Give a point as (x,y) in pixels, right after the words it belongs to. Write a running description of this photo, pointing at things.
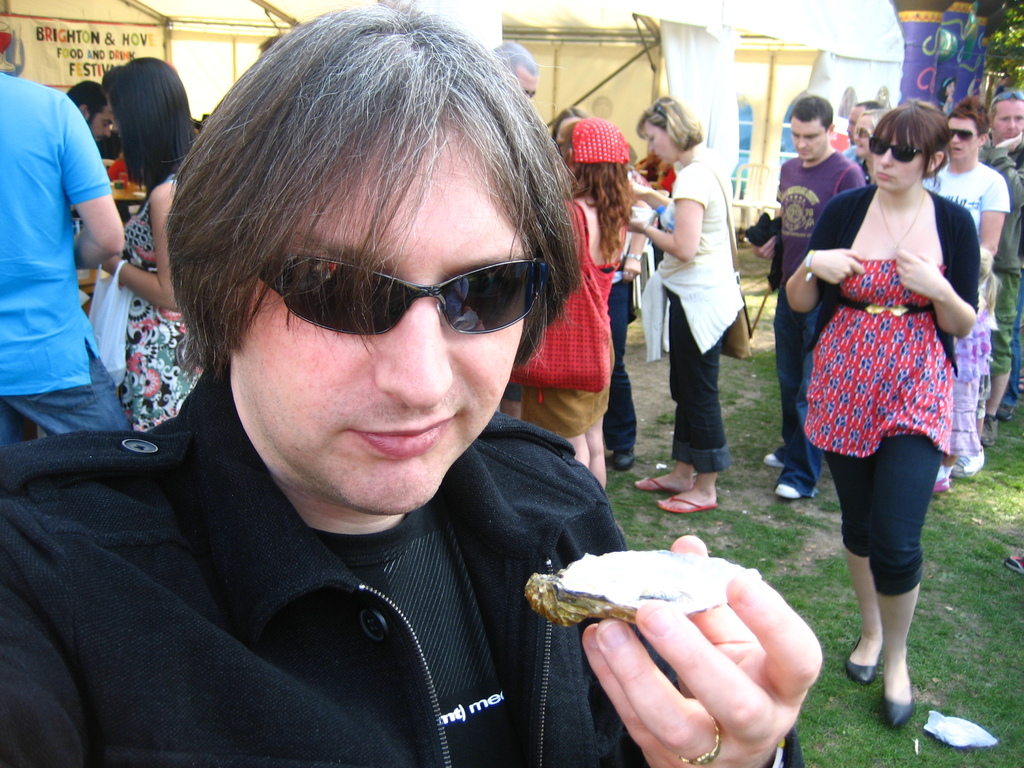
In this image, we can see persons (45,178) wearing clothes (9,201). There are tents (592,67) at the top of the image (587,34). There is a person (315,489) at the bottom of the image (511,594) holding a shell (710,557) with his hand (736,651). There is a grass (666,545) on the ground (712,531).
